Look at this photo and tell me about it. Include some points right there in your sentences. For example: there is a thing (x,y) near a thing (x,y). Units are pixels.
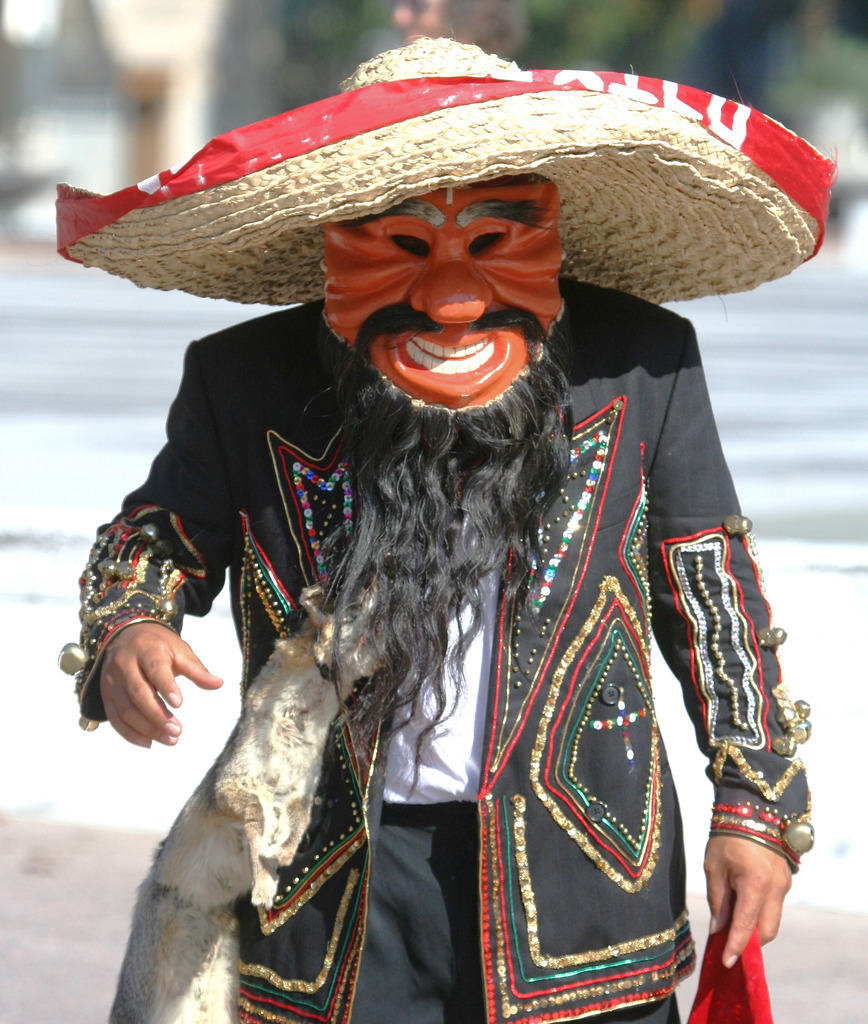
In the center of the image (435,467) we can see a person (503,476) is standing and wearing mask (474,359), coat (552,617), hat (582,276) and holding a cloth (748,946). At the bottom of the image (78,934) we can see the ground (83,927). In the background (793,451) the image blur.
